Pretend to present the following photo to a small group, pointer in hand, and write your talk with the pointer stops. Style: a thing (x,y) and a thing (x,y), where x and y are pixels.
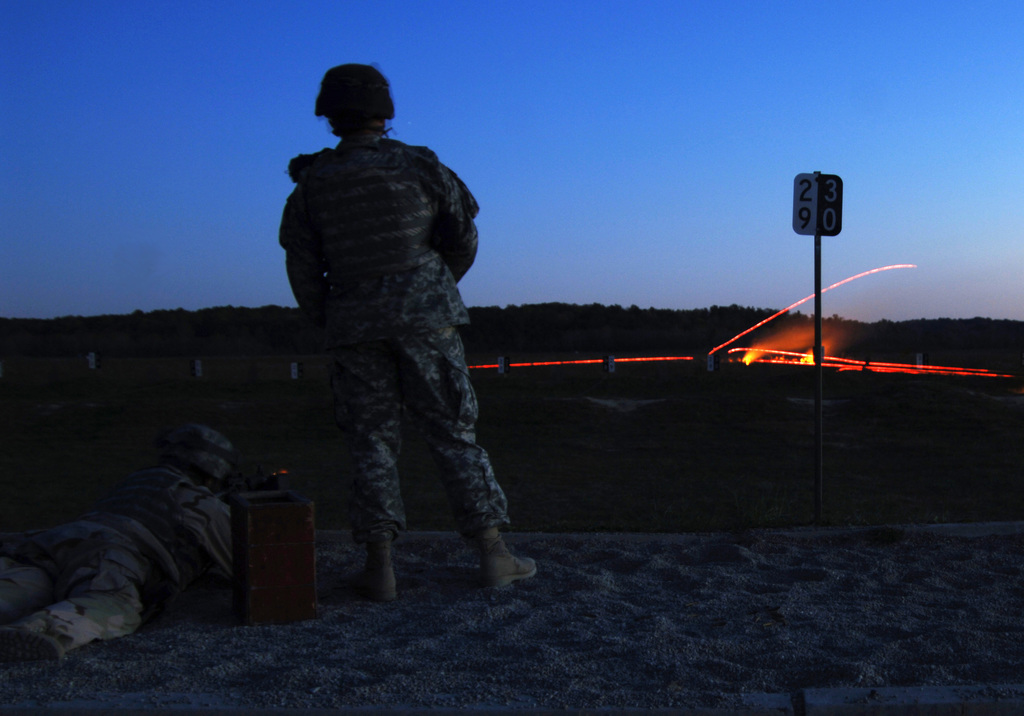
In this image, we can see a soldier (443,387) standing, on the left side (93,604) there is a soldier (153,563) lying on the ground (101,693), on the right side (821,176) we can see a board (828,212), at the top (820,167) there is a blue sky (641,60).
